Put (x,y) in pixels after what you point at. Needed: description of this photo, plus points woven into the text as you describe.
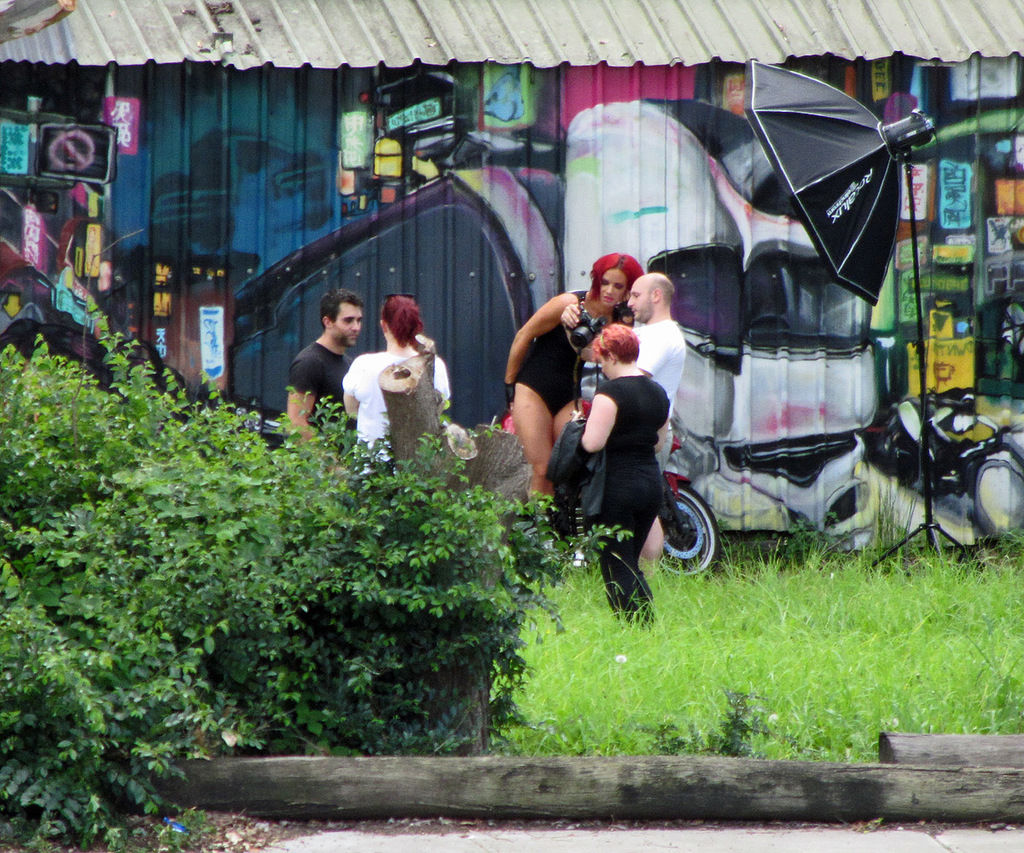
In this image there are a few people (537,393) standing on the ground (746,600). There is grass (818,614) on the ground (754,675). To the right (911,144) there is a tripod stand (873,257). Behind them there is a wall (376,116) of a house (335,53). There is the graffiti painting (317,194) on the wall (400,160). To the left (219,558) there are plants (178,569). At the bottom (391,787) there are logs (843,781) of wood (798,781).
